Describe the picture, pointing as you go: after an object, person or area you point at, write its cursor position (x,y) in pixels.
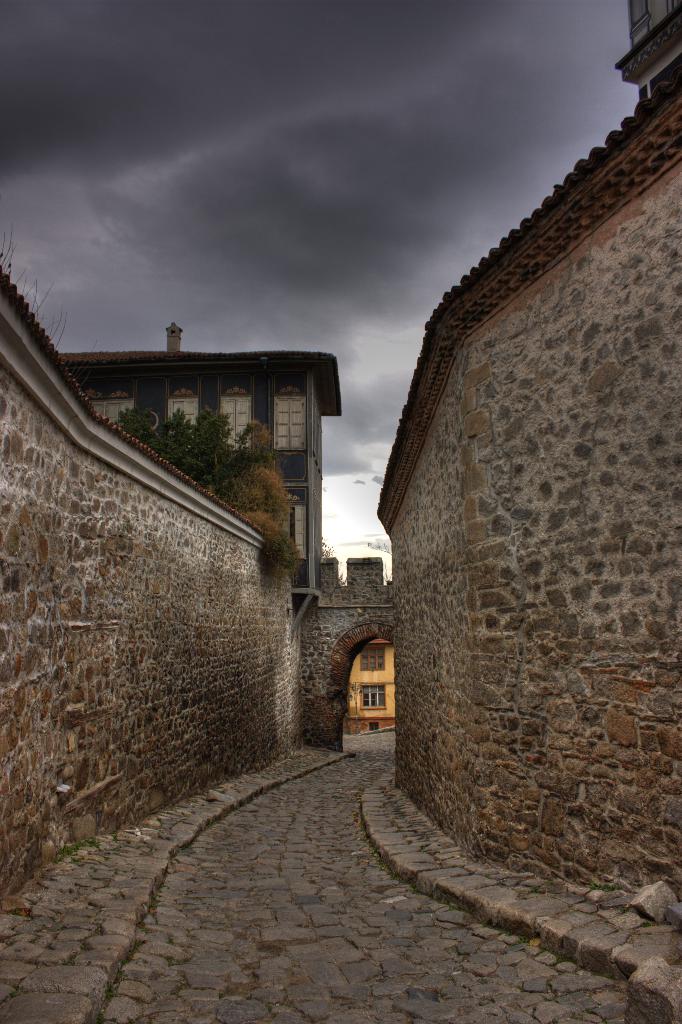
This image is clicked on the road (268,834). At the bottom (320,958), there is a path (212,920). To the left (144,657) and right, there are walls (406,575). In the front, there is a building (257,375). At the top (275,171), there is a sky (217,153).
